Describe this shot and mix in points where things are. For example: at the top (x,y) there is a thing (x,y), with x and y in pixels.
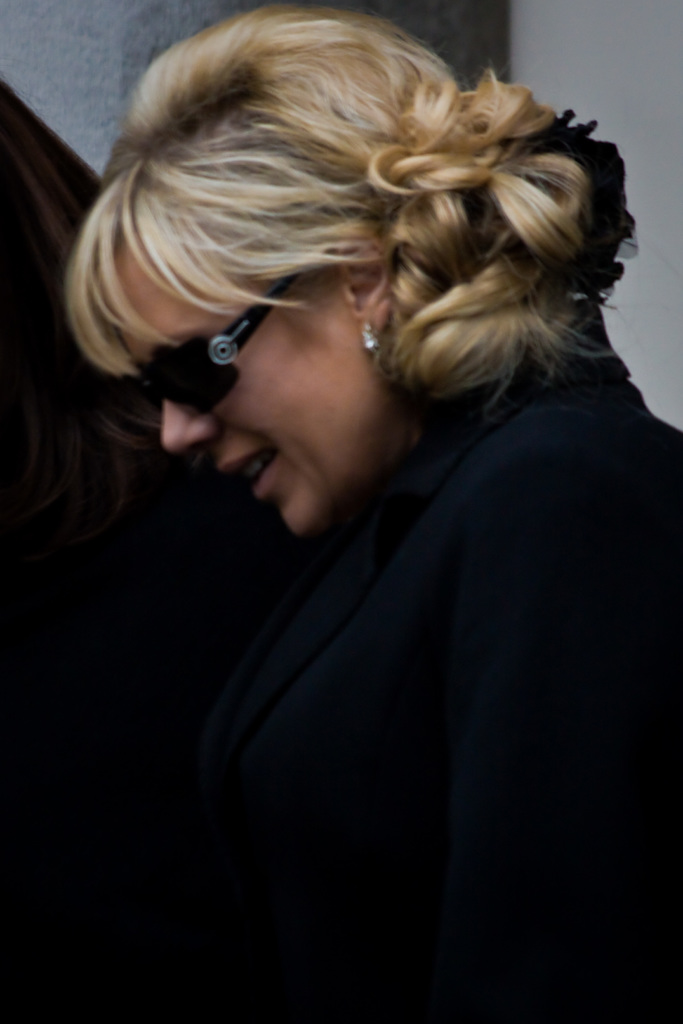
In this image we can see a woman (443,466) and she has goggles (195,390) to her eyes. In the background (140,527) we can see wall (103,163) and a person (6,389).
